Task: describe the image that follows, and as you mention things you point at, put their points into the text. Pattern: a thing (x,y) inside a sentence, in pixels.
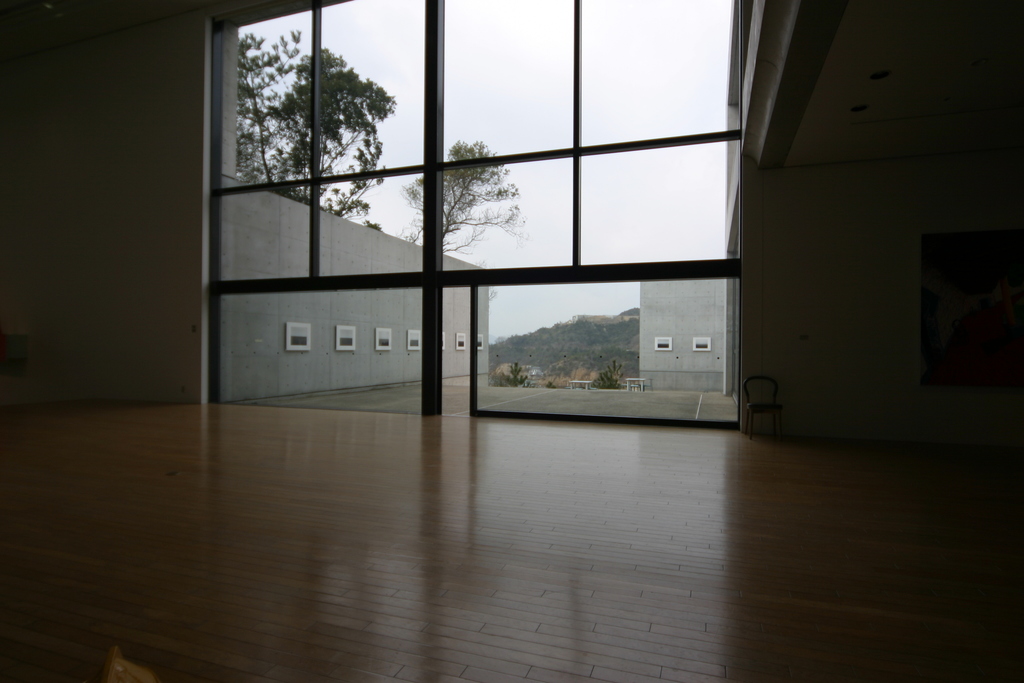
This image is taken from inside the building (488,516), there is a glass door (637,377), beside the door (491,358) there is a chair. From the glass door (613,367), we can see the outside view of trees (513,372), mountains (533,346) and a sky (522,145).
